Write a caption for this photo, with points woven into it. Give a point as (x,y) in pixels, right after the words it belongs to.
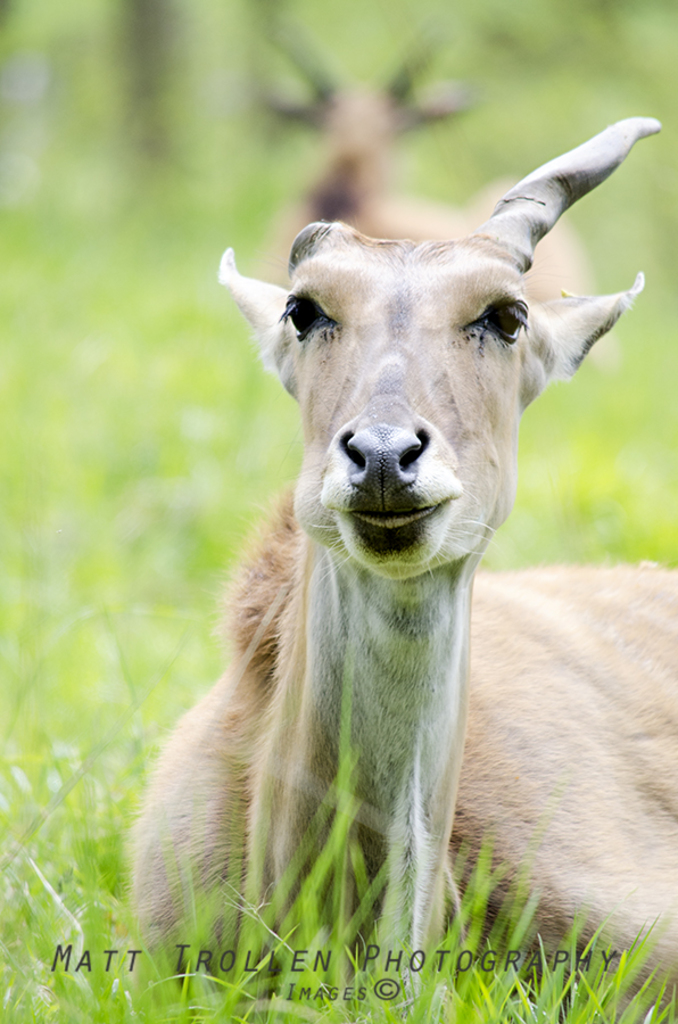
In the image there are two deers (437,396) sitting on the grassland (222,392).
